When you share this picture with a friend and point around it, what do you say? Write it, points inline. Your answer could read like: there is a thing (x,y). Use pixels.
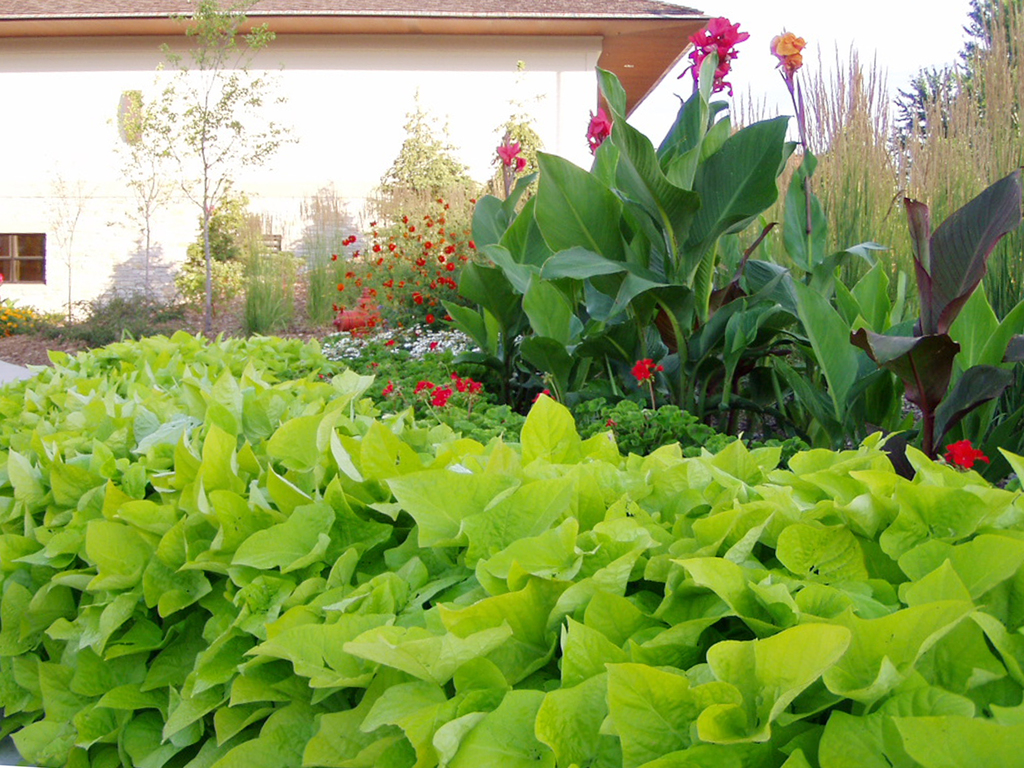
In this image there are plants (379,268), tree (202,217), in the background (206,68) there is a building (657,64).
